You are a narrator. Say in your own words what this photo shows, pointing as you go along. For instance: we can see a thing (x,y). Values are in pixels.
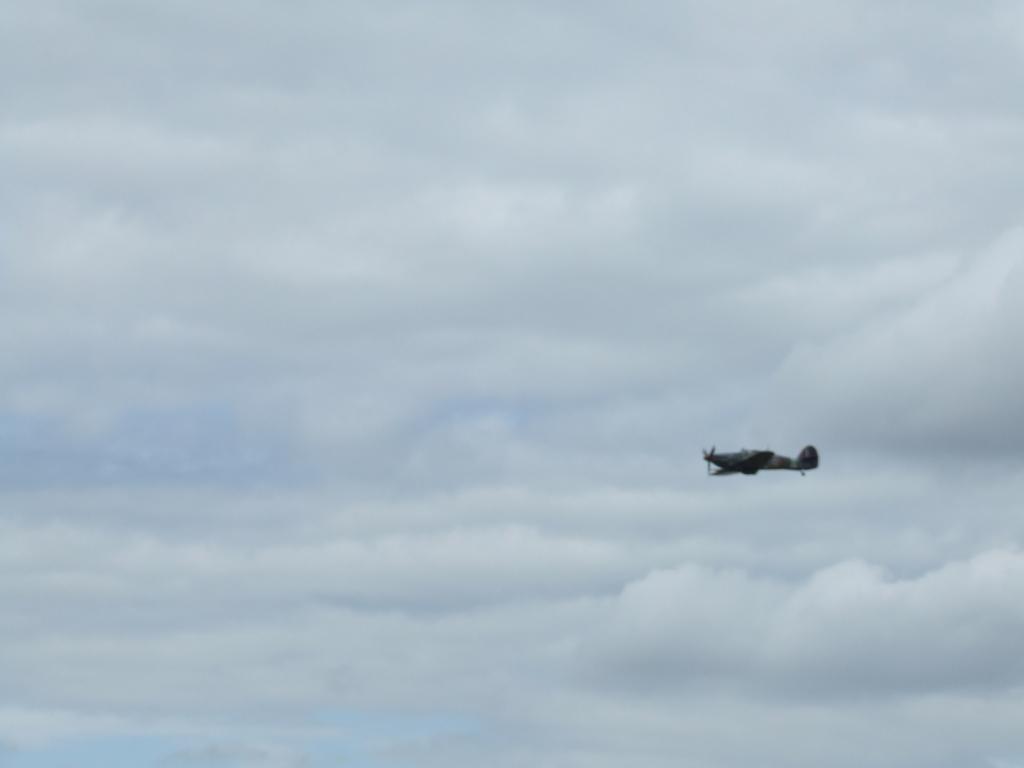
In this image I can see an aircraft (749,457) on the right side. In the background (351,444) I can see clouds (76,151) and the sky (44,745).
